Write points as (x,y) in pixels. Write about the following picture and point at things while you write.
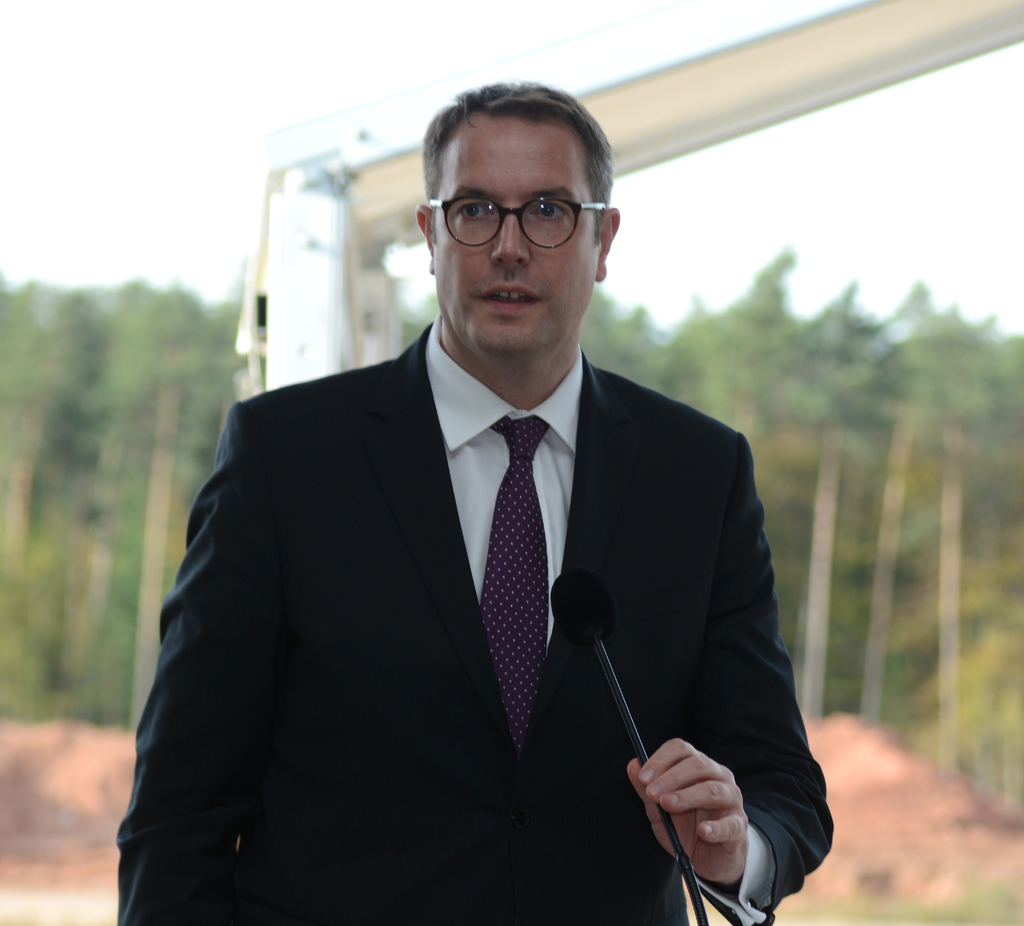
As we can see in the image there is a sky (149,196), trees (128,450) and a man (436,575) holding mic (579,616).
